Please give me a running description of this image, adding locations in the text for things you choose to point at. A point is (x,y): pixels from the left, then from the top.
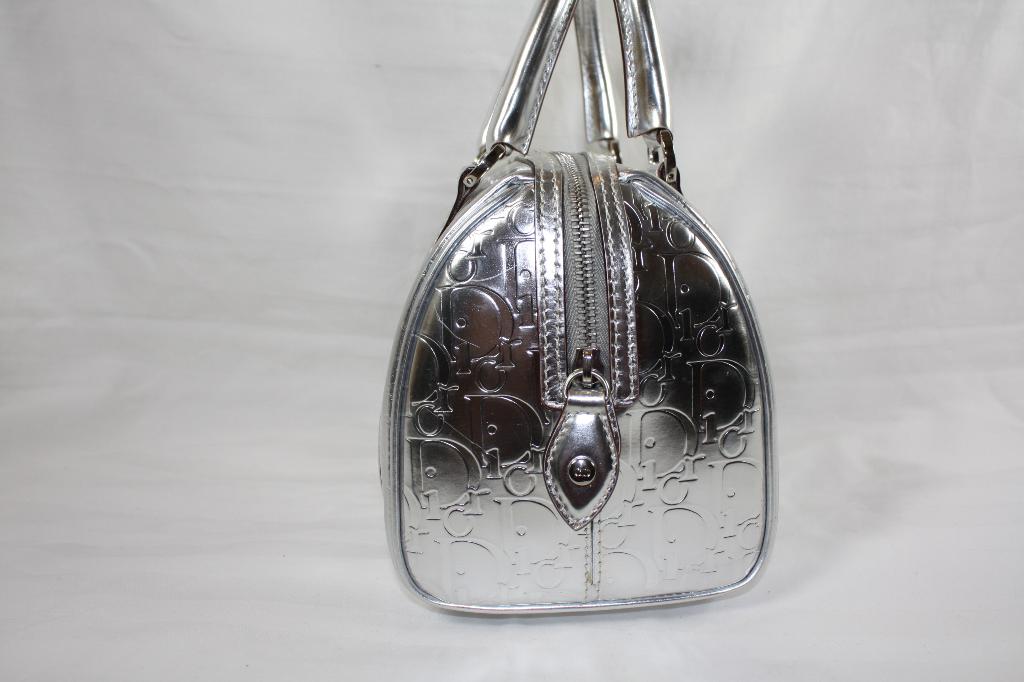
In this image I can see a handbag (683,256) of silver color.
